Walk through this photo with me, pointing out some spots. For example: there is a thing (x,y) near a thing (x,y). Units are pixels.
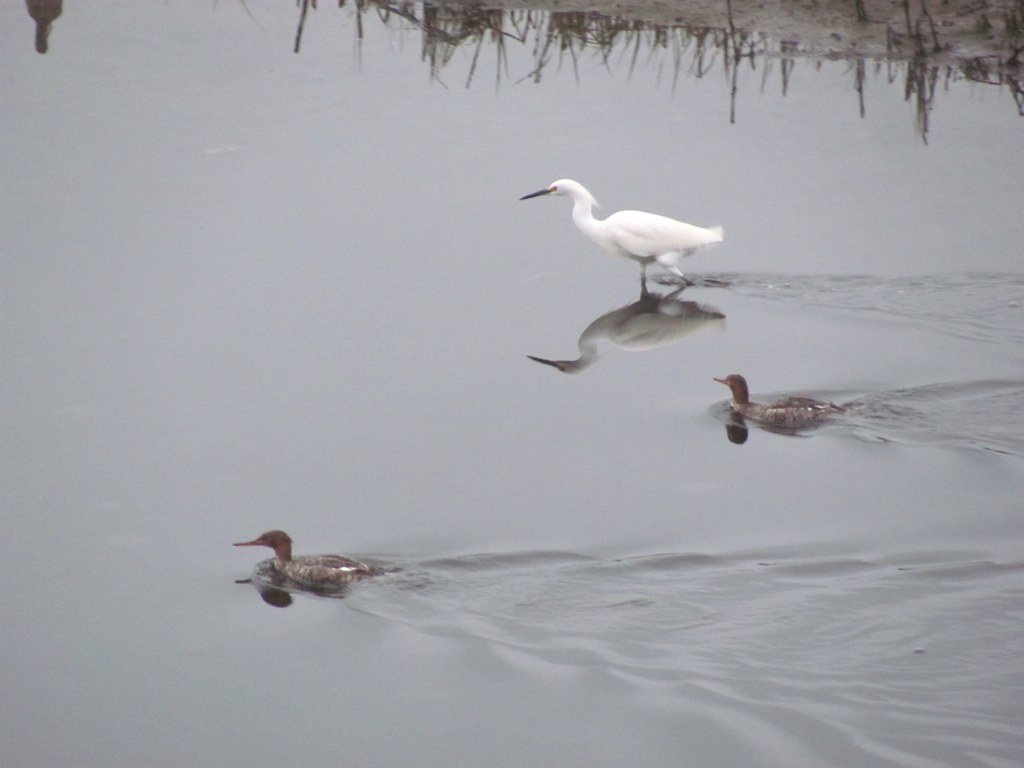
As we can see in the image there is water (371,507) and three birds (753,417).
